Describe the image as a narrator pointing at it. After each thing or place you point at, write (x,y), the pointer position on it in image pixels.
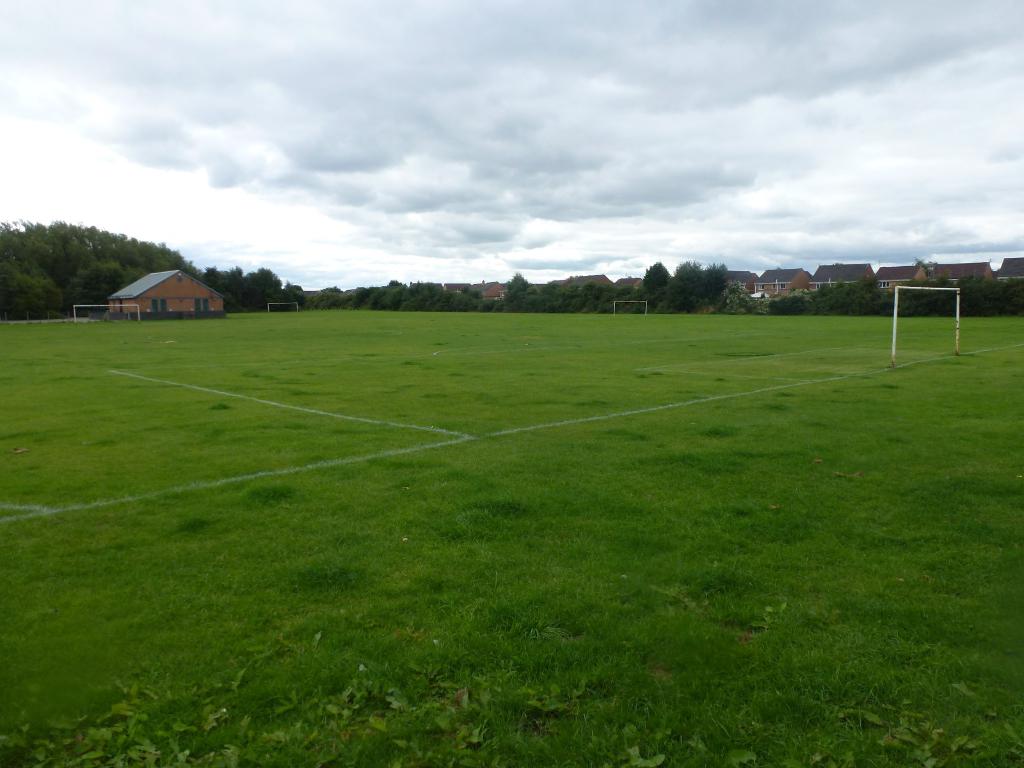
In this image we can see some houses (981,267), some poles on the ground (580,315), some trees (379,299), bushes (728,303), plants (896,309) and grass (473,536) on the ground (559,417). At the top (894,171) there is the cloudy sky (616,184).
